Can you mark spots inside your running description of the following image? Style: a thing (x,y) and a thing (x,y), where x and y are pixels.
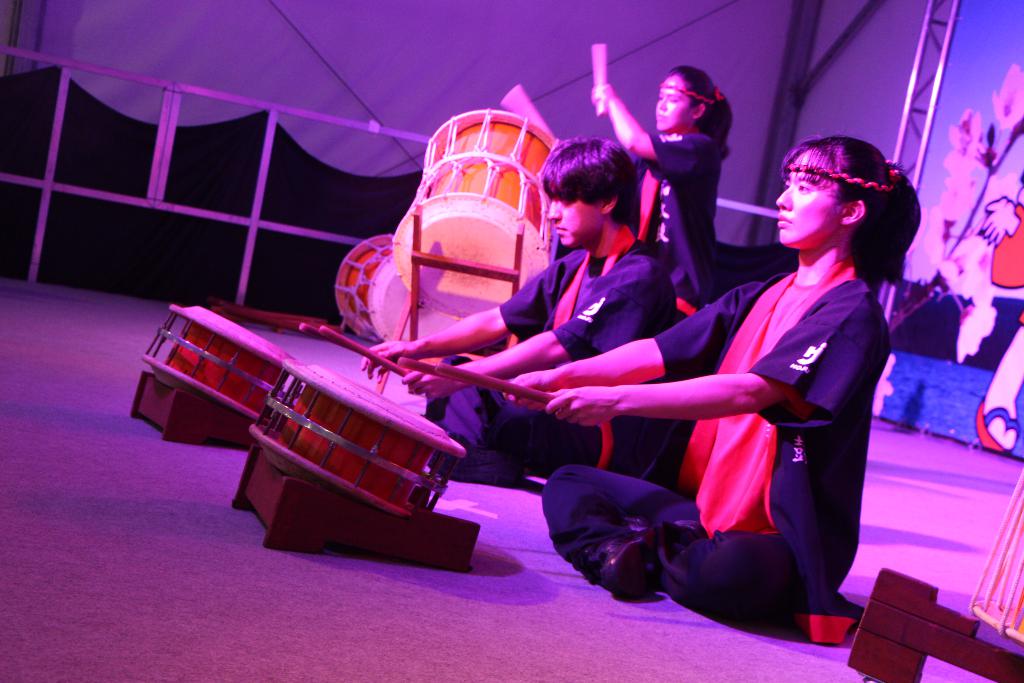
In this image I can see two people (652,299) sitting on the floor (600,616) and playing some musical instruments (372,474). It seems to be a stage (253,622). In the background (275,151) there is a railing (253,224) and I can see a white color curtain (470,44). On the right side (1001,264) there is a board (940,250) on which I can see some paintings (975,334).
